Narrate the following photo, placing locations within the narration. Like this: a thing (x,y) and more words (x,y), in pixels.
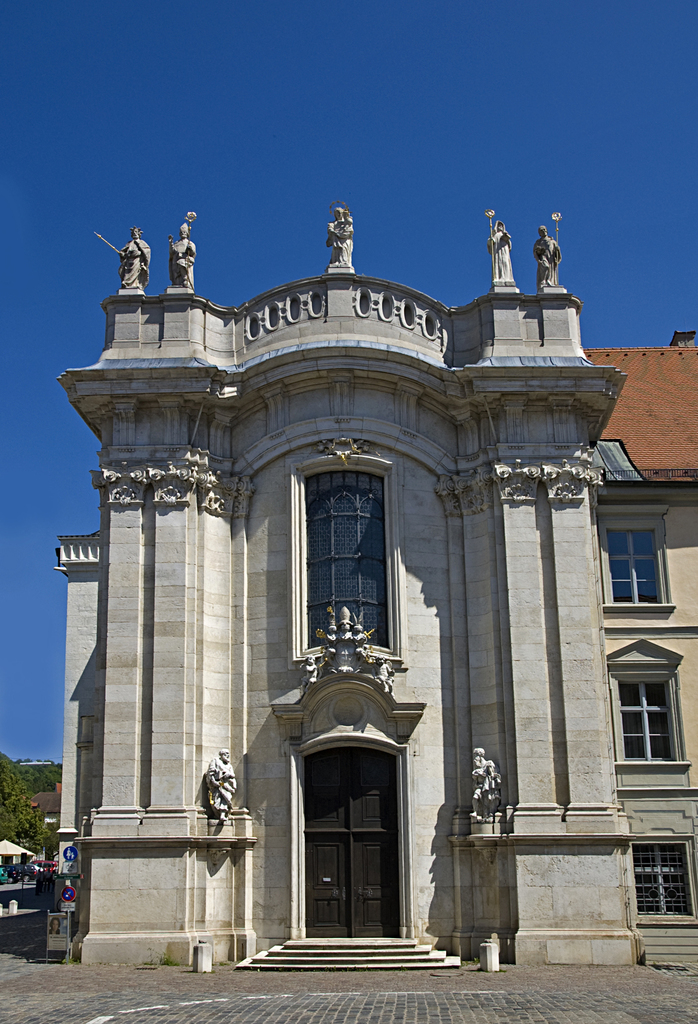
In this image I can see the buildings (515,594). On one of the building (227,690) I can see the statues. To the side there are boards (58,940), poles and the trees (14,822). In the background (248,70) I can see the blue sky (190,206).
